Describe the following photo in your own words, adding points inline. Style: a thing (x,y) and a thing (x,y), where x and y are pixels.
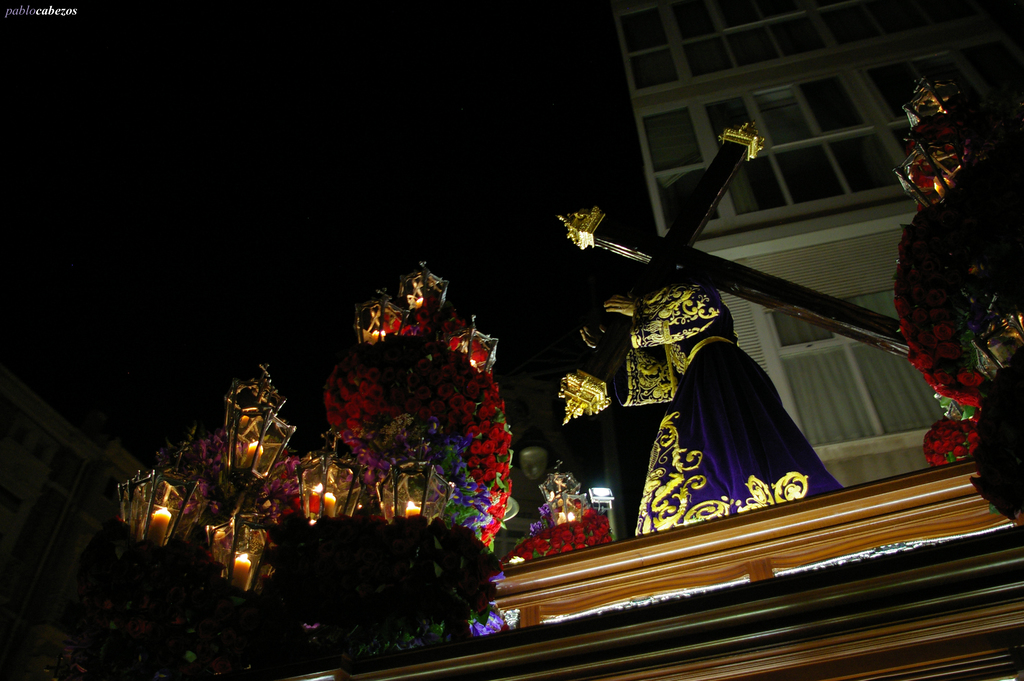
In this picture I can see there is a person (729,321) holding the cross (746,151) and there are few flowers (387,465) and lights (415,519). There are few lights (331,508) attached here and there is a building (747,195) in the backdrop (799,169) and it has windows (807,182) and there is another building (65,518) here and the sky (48,20) is dark.
